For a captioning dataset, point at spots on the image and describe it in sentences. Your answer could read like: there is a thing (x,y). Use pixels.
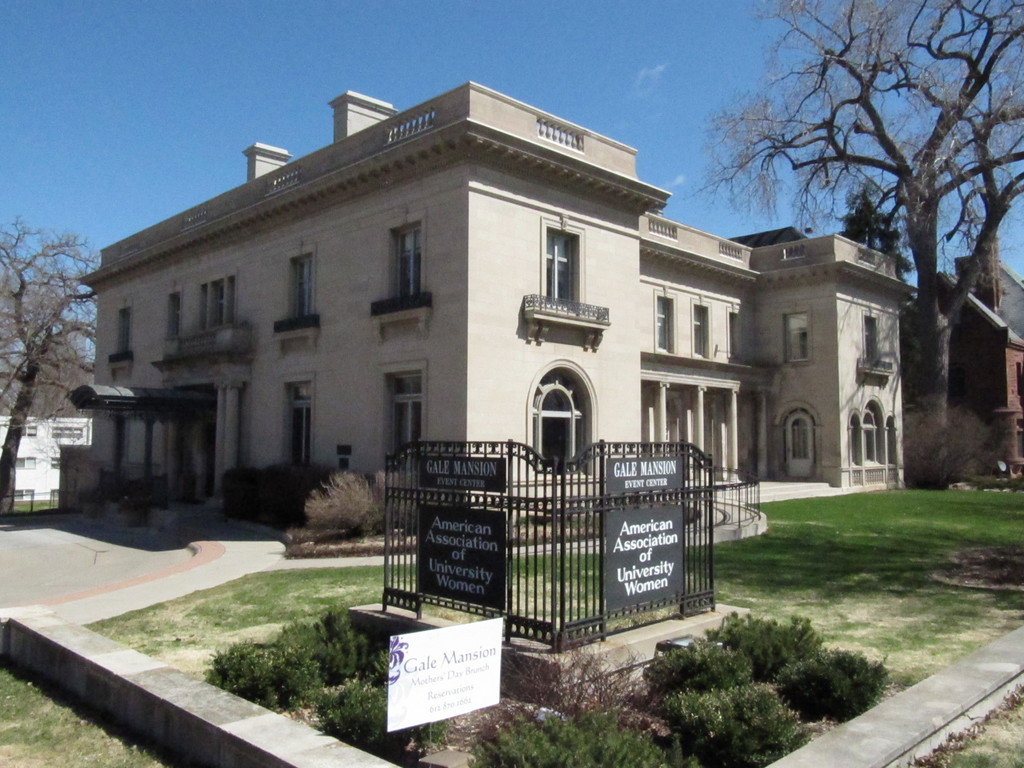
In the image there is a building (572,288) in the back (460,258) with trees (57,340) in front of it on the grassland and above its sky (189,59).
